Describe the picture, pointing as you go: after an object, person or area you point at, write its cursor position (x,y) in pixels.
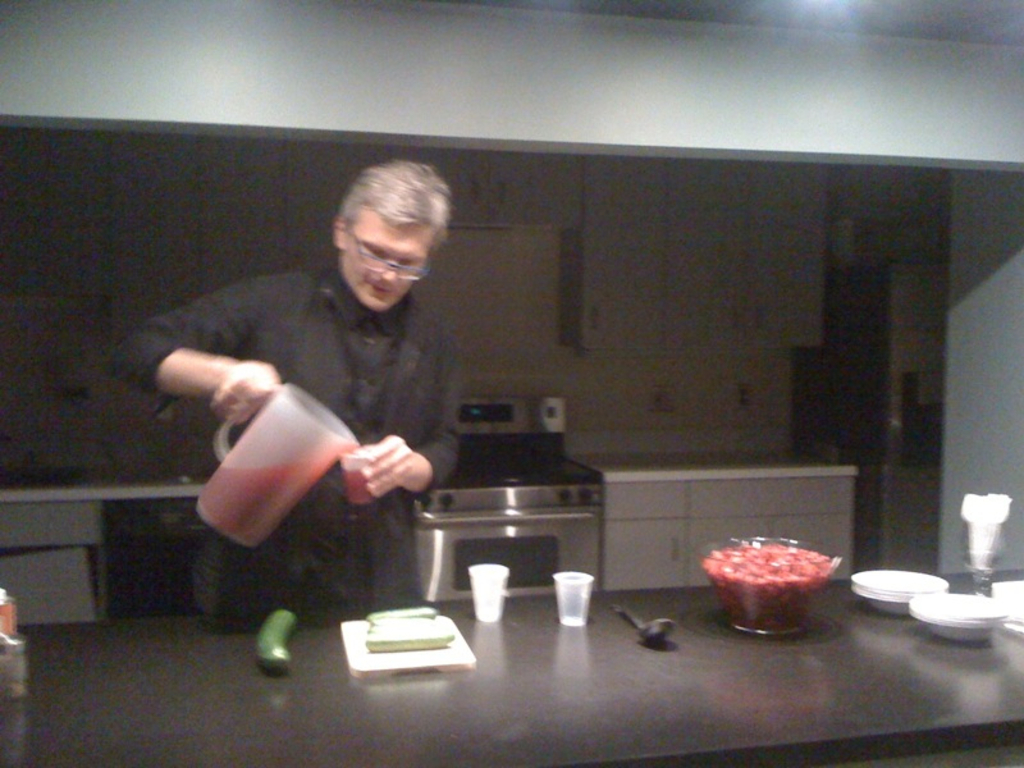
In this image, we can see an inside view of a kitchen (820,204). There is a person (359,387) in front of the table (506,661) holding a jug (311,475) and glass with his hands (242,392). This table (527,635) contains bowls (770,577), glasses (488,616) and spatula (664,622). There is a stove (520,454) and countertop (156,493) in the middle of the image (599,483).
